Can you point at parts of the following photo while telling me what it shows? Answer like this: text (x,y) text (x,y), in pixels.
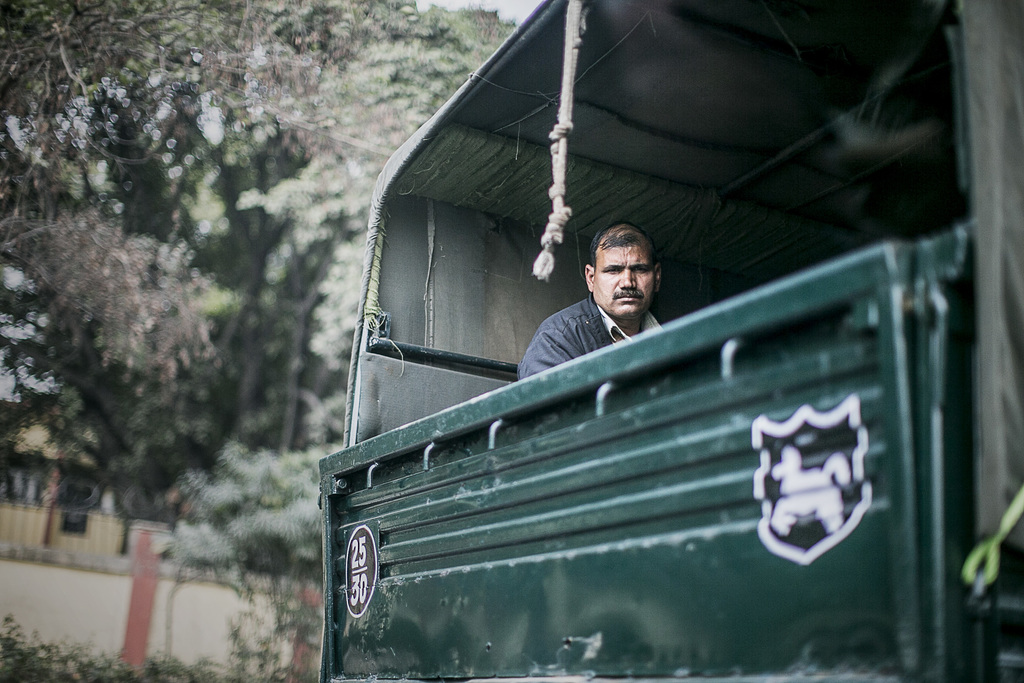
In this image there is a vehicle (596,484) and we can see a person (592,282) sitting in the vehicle (629,506) and there are trees (321,334). At the bottom (87,607) we can see a wall (174,606).
